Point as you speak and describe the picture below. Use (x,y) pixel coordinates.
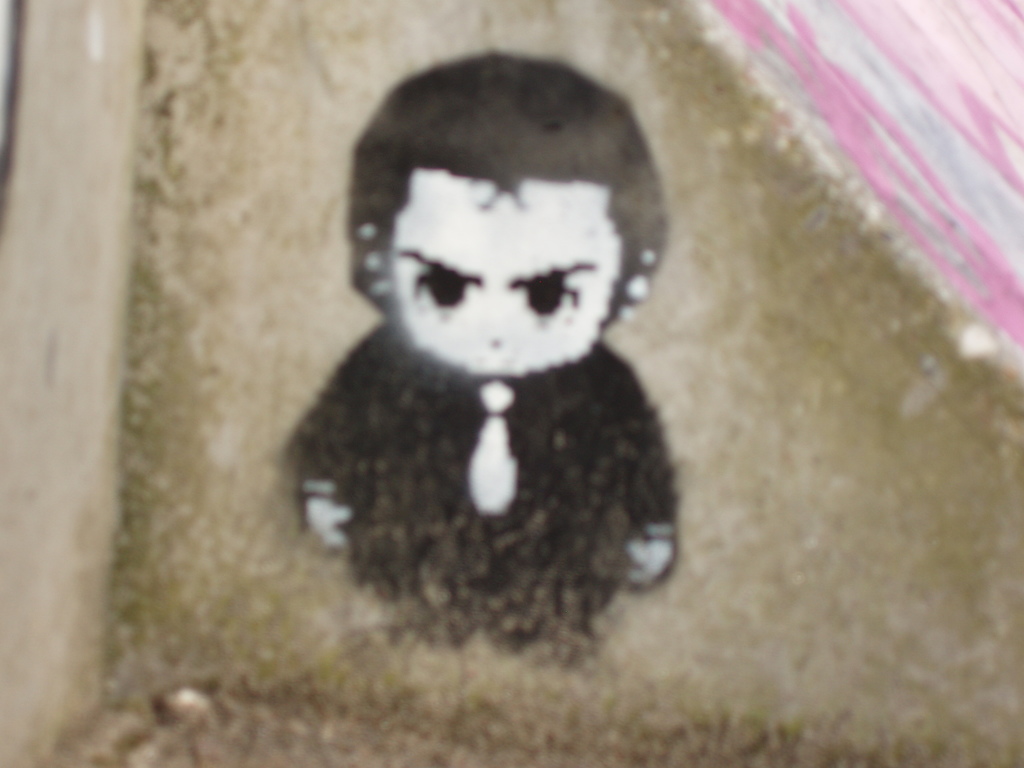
This image looks like a depiction of a person (529,513). And the background (767,513) is colored.
